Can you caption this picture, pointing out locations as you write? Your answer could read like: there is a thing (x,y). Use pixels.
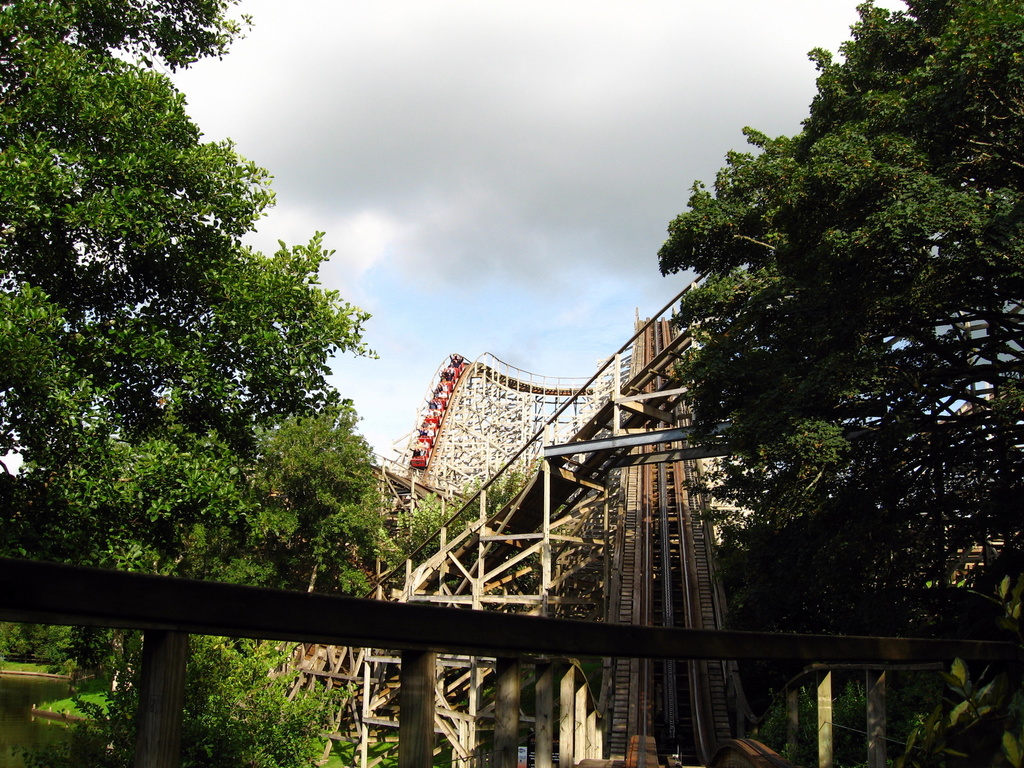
In the center of the image (598,446), we can see a bridge (488,636) and in the background (39,324), there are trees (871,272) and we can see some fun rides (511,411). On the bottom left (26,728), there is water (34,718).
